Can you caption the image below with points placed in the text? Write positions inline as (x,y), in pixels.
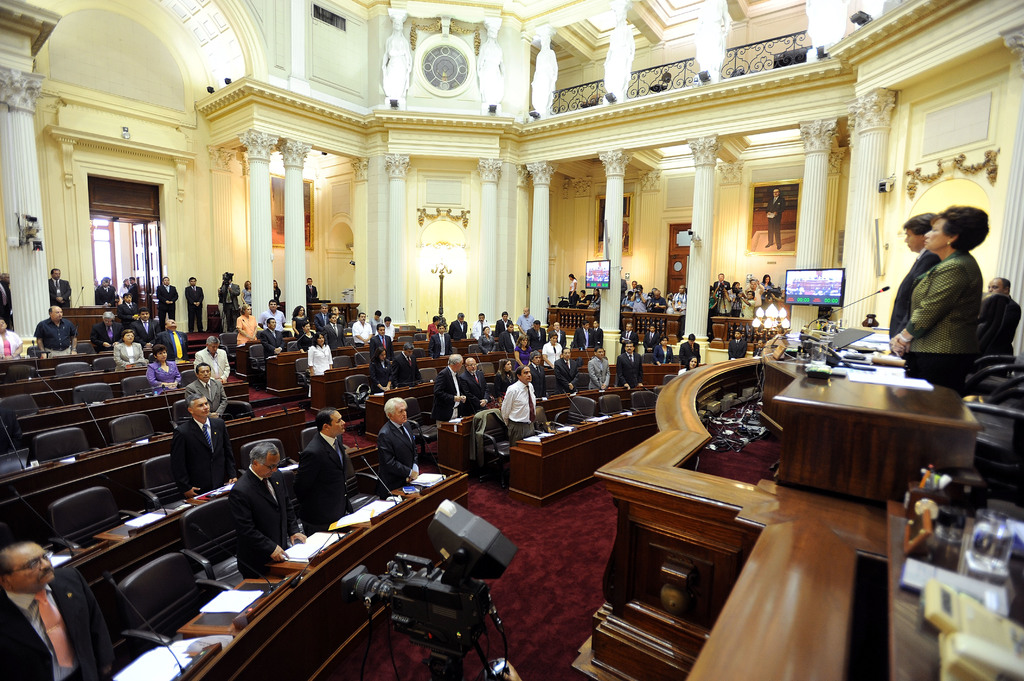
In this image I can see there are few persons (525,367) standing in front of the table (267,586) on the table (344,552) I can see books (240,605), at the bottom (444,507) I can see camera (500,634) on the right side (943,241) there are two persons (945,335) standing in front of the table (782,406) on the table (782,406) I can see papers (859,373) and bottles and I can see the beam (492,216) and statues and wall (909,142) visible at the top (318,119).
